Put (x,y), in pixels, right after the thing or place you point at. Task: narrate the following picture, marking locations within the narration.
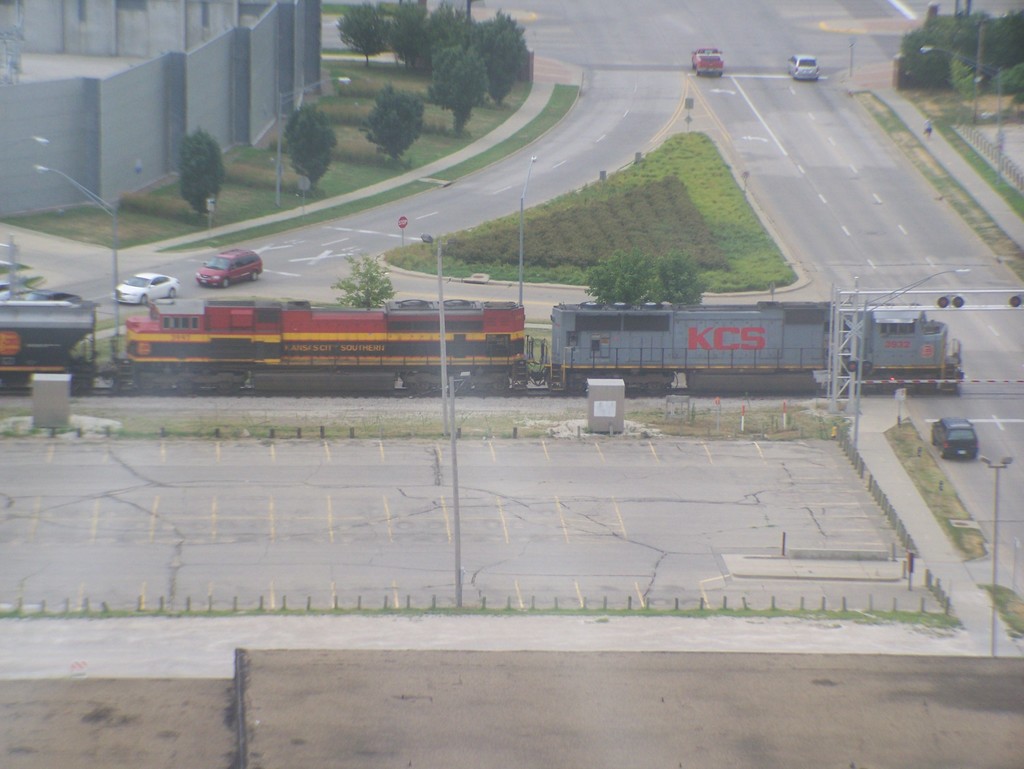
In this image I can see the road (997,287), few vehicles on the road (834,156), some grass (635,180) on the ground (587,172), few trees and a train (434,303) which is maroon, yellow, grey and black in color on the railway track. In the background (134,11) I can see the building (215,109).
